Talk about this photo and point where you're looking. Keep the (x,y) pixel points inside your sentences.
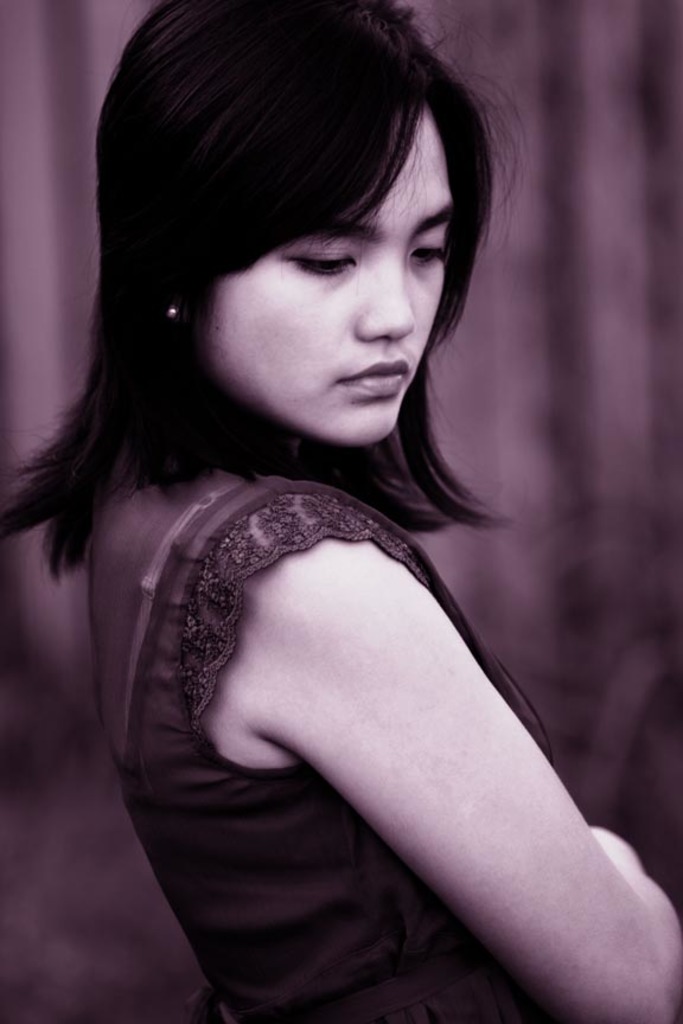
This image consists of a woman (377,778) wearing a black dress (426,905). The background (18,32) is blurred.
